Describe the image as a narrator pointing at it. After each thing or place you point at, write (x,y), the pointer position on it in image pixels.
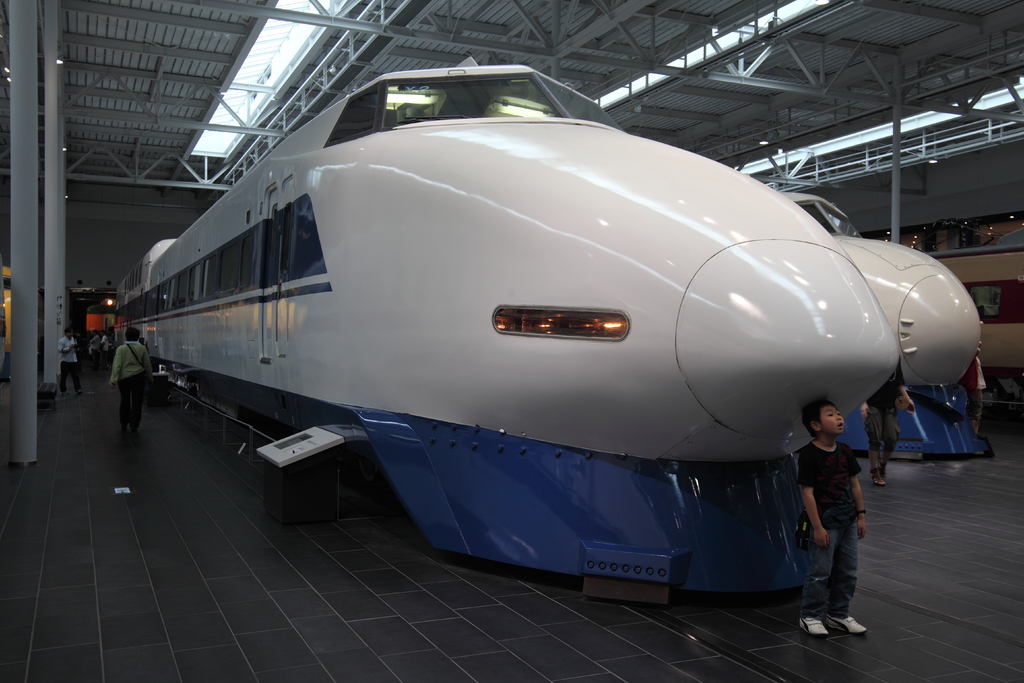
In this picture, it seems to be a bullet train (546,290) in the center of the image (507,328) and there is another one (923,281) on the right side of the image (909,303), there is roof (678,114) at the top side of the image (638,69) and there are poles (29,286) on the left side of the image (30,117) and there are people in the image.
